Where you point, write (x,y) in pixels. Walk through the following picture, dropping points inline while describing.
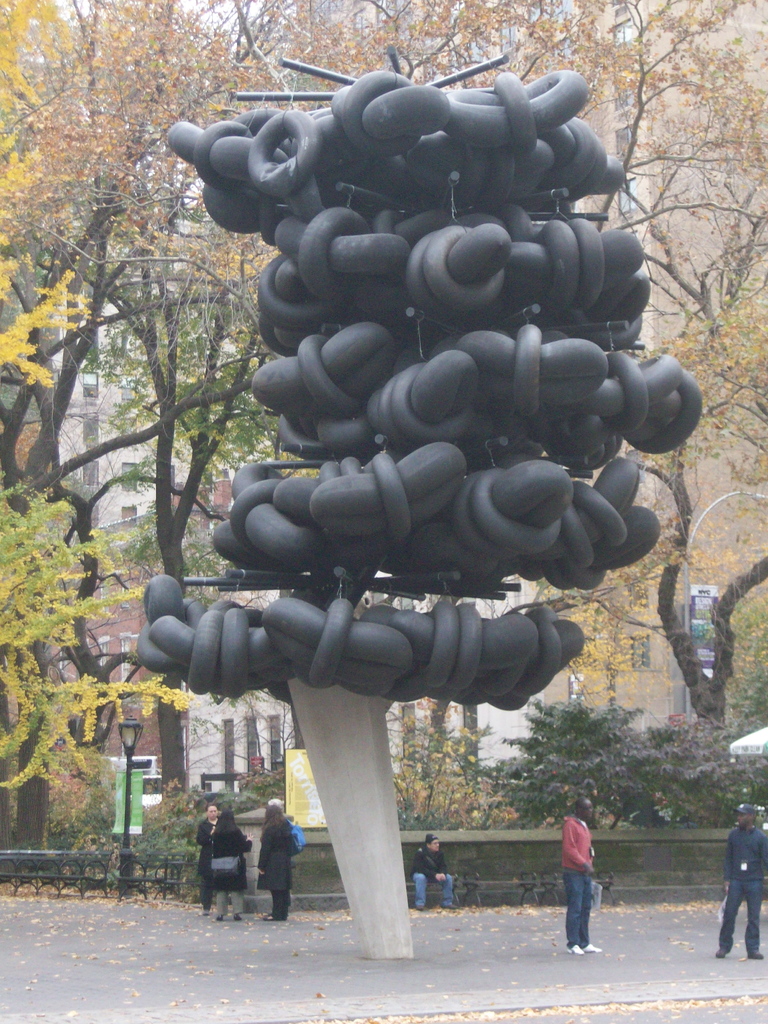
In this picture I can see an architecture (397,649), there are group of people (734,848), there are poles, lights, there are benches (45,878), and in the background (3,173) there are trees (532,0) and there is a building (523,600) with windows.
